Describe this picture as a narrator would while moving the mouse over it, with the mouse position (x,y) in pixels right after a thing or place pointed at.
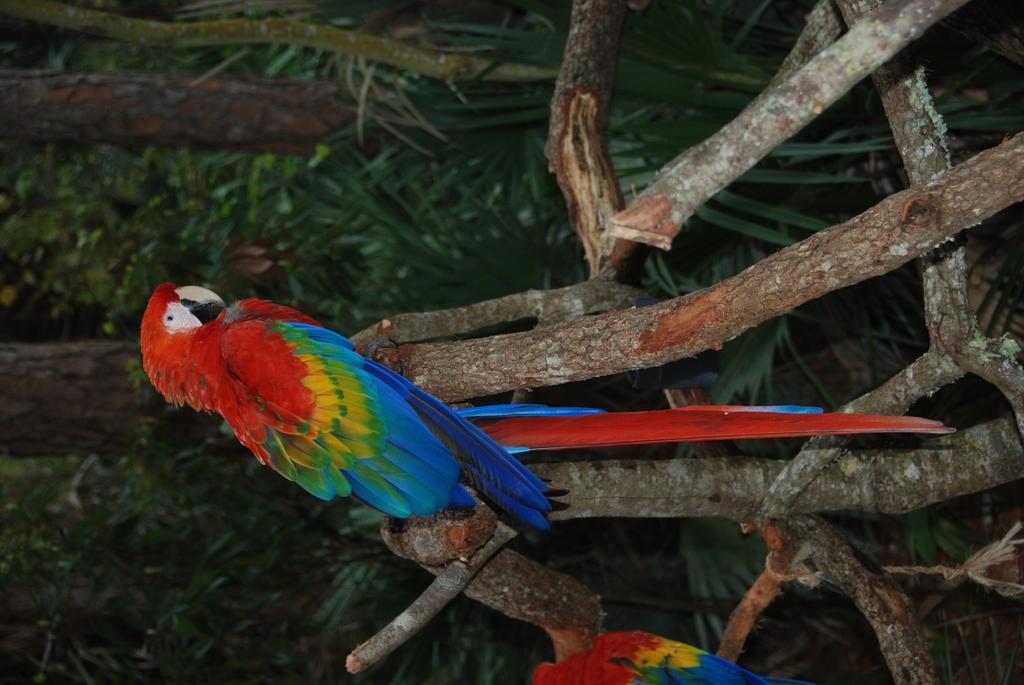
In this picture we can see grass (162,209), few birds (363,351) and wooden sticks (526,353).
